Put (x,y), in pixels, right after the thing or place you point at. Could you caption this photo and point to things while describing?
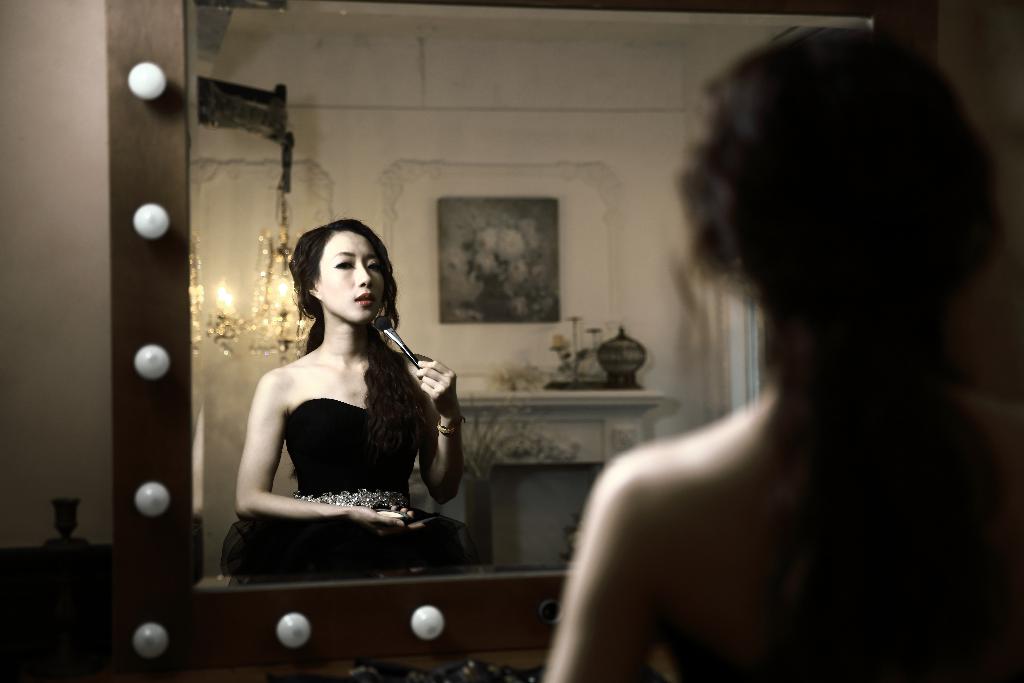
In this image, we can see a person reflection (374,354) in the mirror (273,373). There is a person (825,261) on the right side of the image (903,443).
